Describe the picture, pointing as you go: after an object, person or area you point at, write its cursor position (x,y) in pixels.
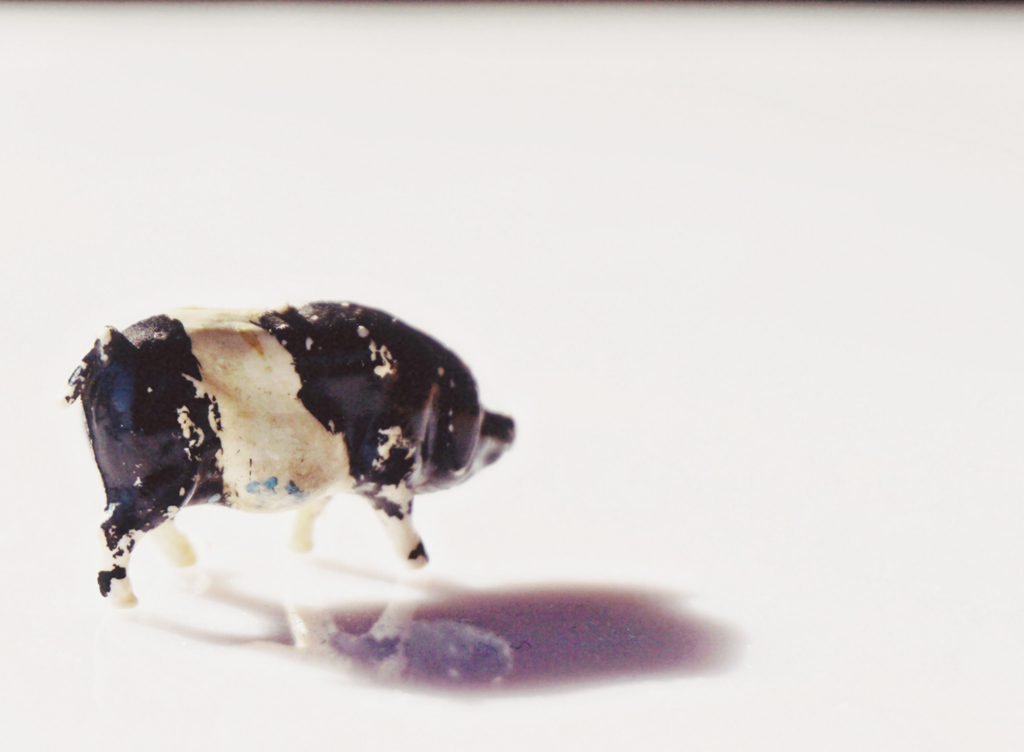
In this image we can see a toy (240,373) on the white surface (563,515).
